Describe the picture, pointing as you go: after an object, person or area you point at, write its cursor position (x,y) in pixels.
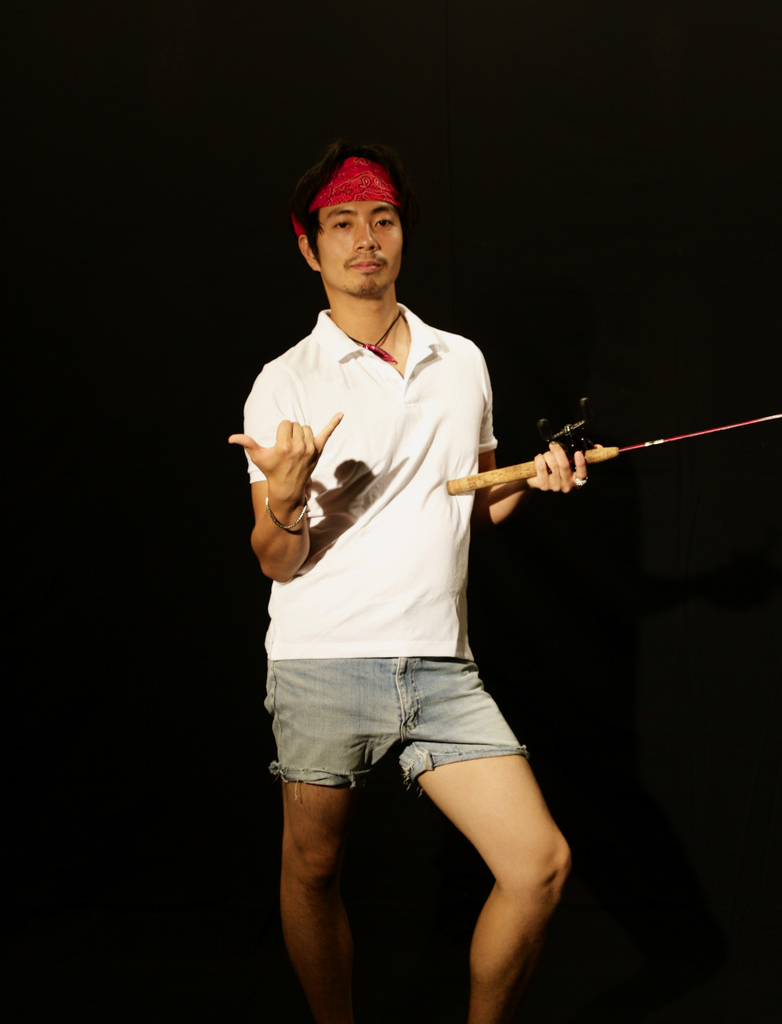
In this image there is a man (391,572) who is standing by holding the stick (520,469) with one hand (563,473) and showing the fingers (316,446) of another hand (296,446). He is wearing the headband (351,180).
